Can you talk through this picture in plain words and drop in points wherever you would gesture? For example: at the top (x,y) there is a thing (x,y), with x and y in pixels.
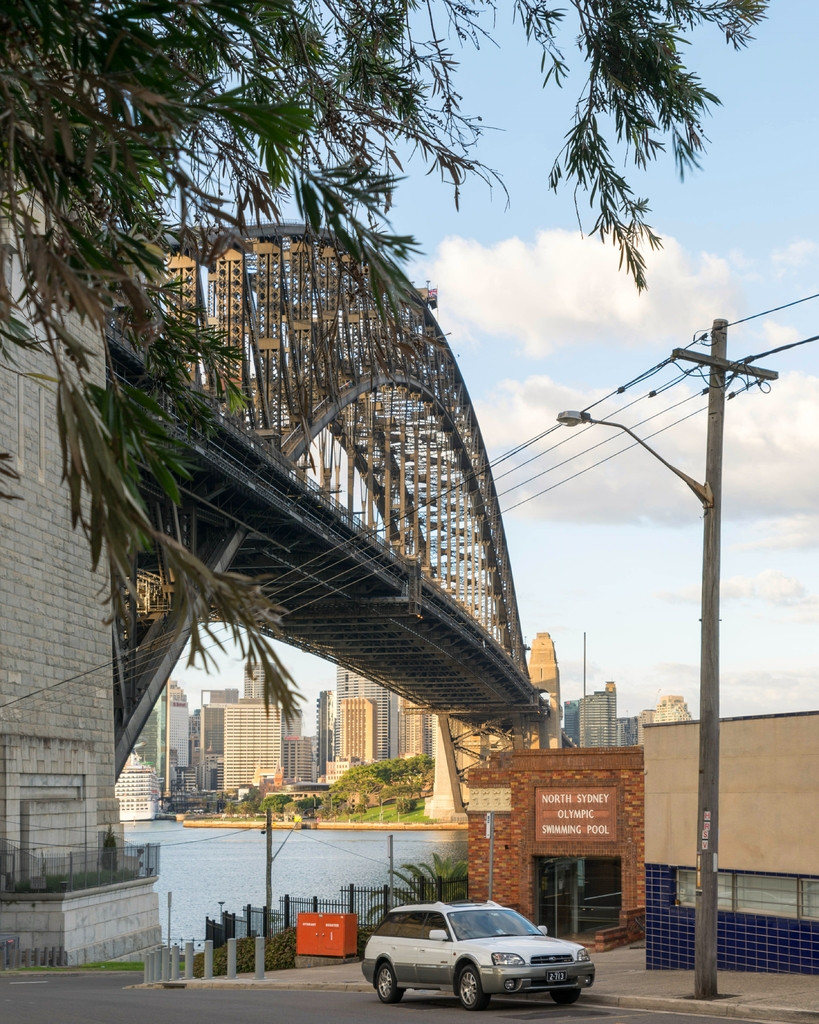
In the foreground of the image (390,970) we can see a road (588,1012), car (421,908) and water body (346,905). In the middle of the image (382,682) we can see the bridge (22,647), current pole (706,488) and wires (689,416). On the top of the image (736,172) we can see the sky (501,157) and leaves (138,66).
